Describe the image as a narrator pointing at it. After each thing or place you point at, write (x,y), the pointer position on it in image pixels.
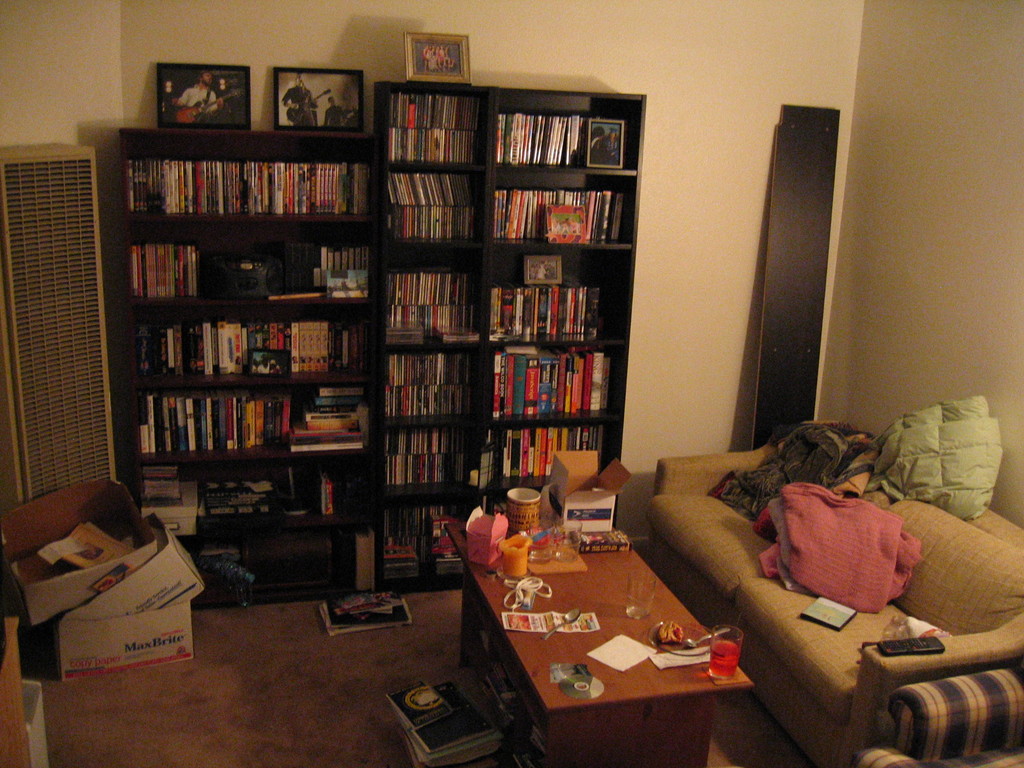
Here at the center (610,276) we can see racks (203,577) of books (528,459) and on them we can see photo frames (239,89) and at the right side (1013,631) we can see a couch (1013,646) and a table (561,642) in front of it and at the left side (176,635) we can see boxes (108,565).
